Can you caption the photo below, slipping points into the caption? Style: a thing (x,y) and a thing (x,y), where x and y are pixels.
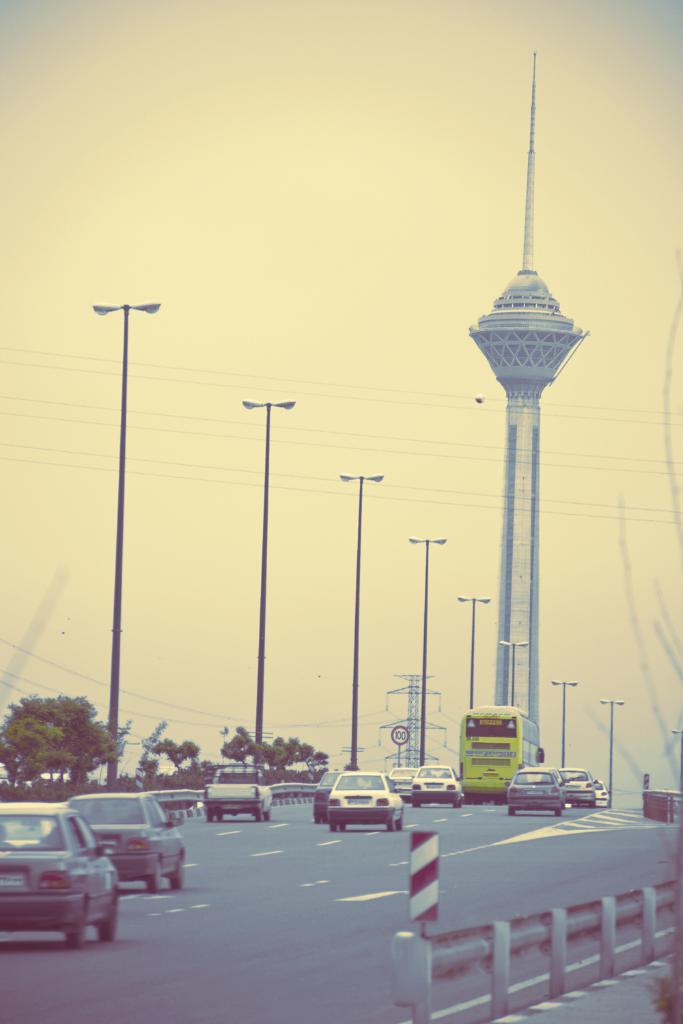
There is a road (193,892). On the road (201,893) there are many vehicles (246,782). On the right side (499,975) there is a railing (578,931). In the back (155,736) there are street light poles (267,523), trees (73,756), tower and sky (299,312). Also there is a sign board (402,735) in the background (395,729).
